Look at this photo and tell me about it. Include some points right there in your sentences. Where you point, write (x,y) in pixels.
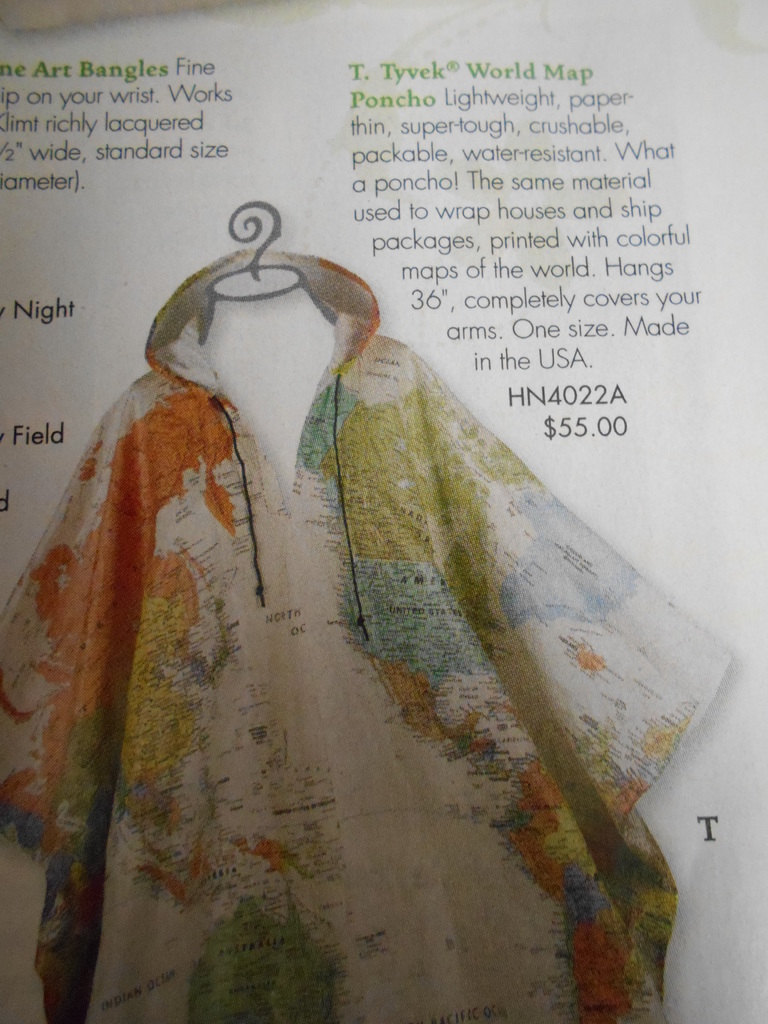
It is a paper (636,513), there is an image (332,600) in the shape of shirt with the world map (449,634) and there is the matter (554,295) in this image.
